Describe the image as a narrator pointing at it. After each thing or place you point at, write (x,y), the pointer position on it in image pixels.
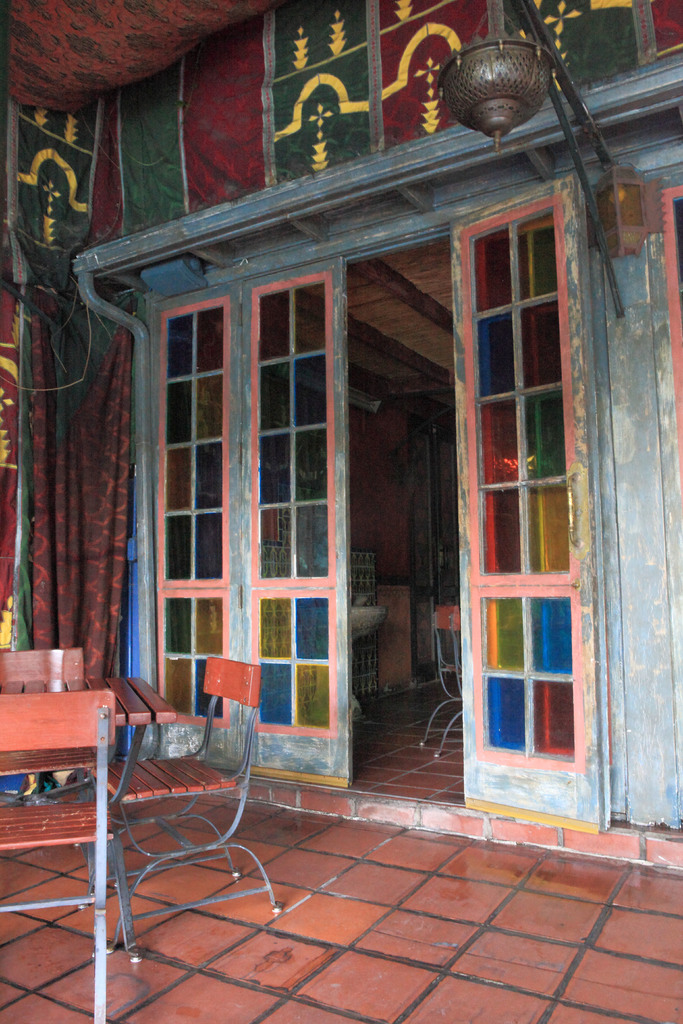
In this image there is a table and chairs (165,795) on the floor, behind that there is a door (274,536) of a building (653,426) and there is an object (525,57) hanging on the wall (566,169) and on the other side there are curtains (89,548).
